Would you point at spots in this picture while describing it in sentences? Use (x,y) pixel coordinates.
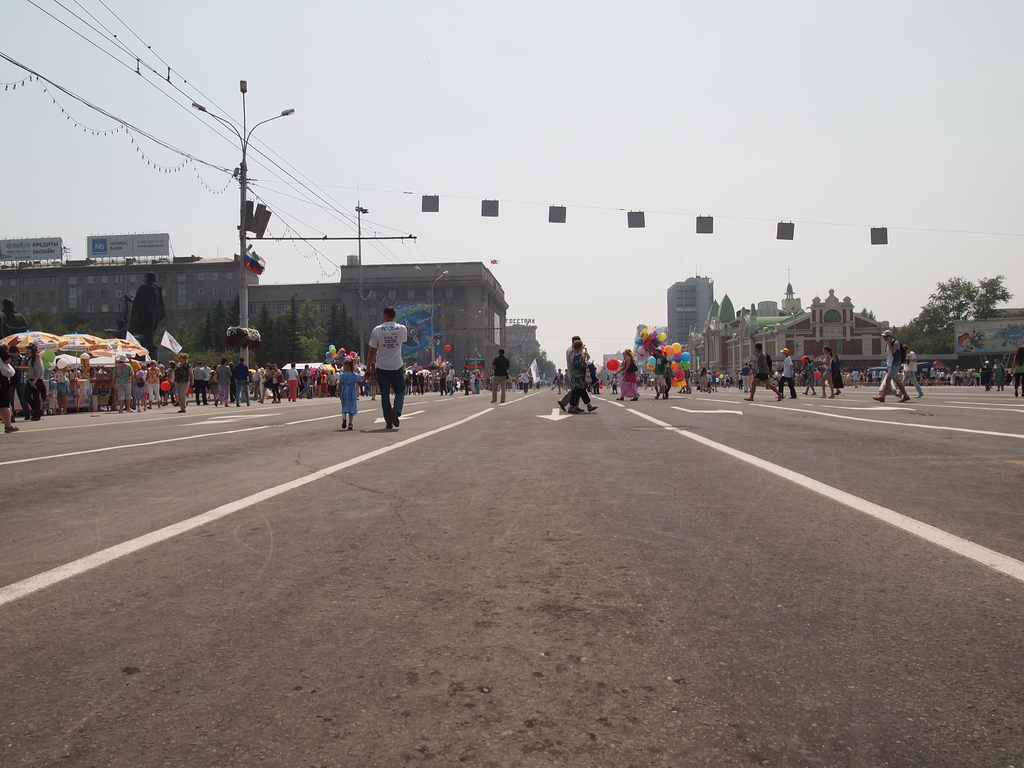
In the picture I can see a group of people (959,369) on the road (288,423). In the background (488,303), I can see the buildings (693,295). There are electric poles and light poles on the side of the road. I can see the tents (85,339) on the side of the road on the left side (63,352). I can see the hoarding boards (96,252) at the top of the building (48,266) on the left side (21,242). There are clouds (632,36) in the sky (952,265). There are trees (938,302) on the top right side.
